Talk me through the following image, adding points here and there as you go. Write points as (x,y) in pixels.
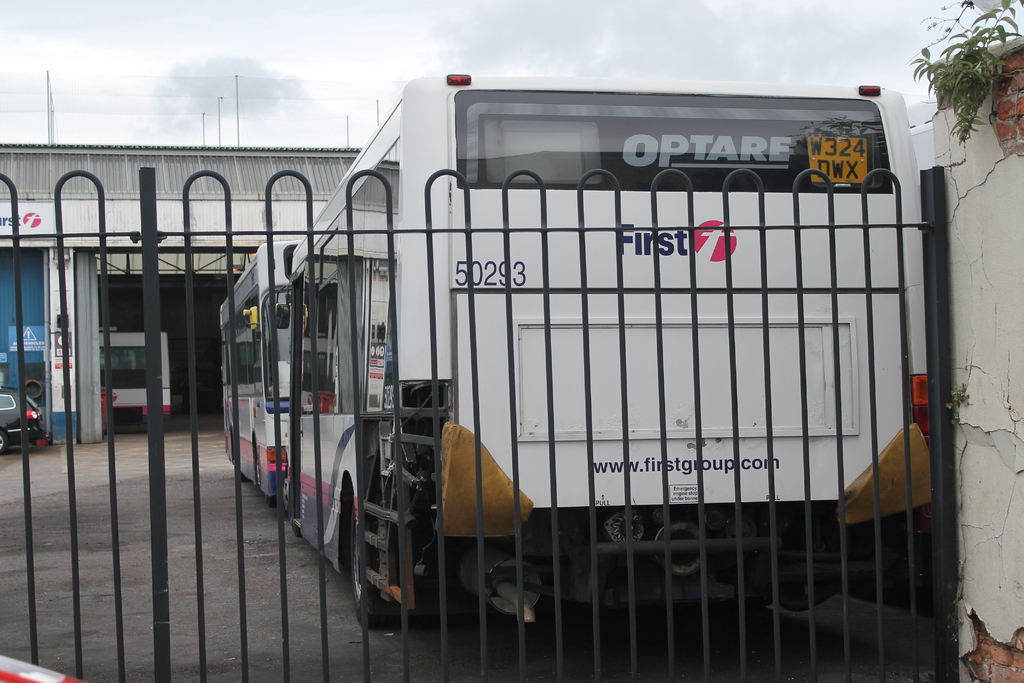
In this image we can see a railing (315,329). In the back (321,305) there are buses (258,274). Also there is a building (114,183). On the right side (975,269) there is a wall (955,271). Also there is a plant (934,67). In the background (299,44) there is sky (361,62) with clouds (438,37). On the bus (494,185) we can see numbers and words (648,136).
